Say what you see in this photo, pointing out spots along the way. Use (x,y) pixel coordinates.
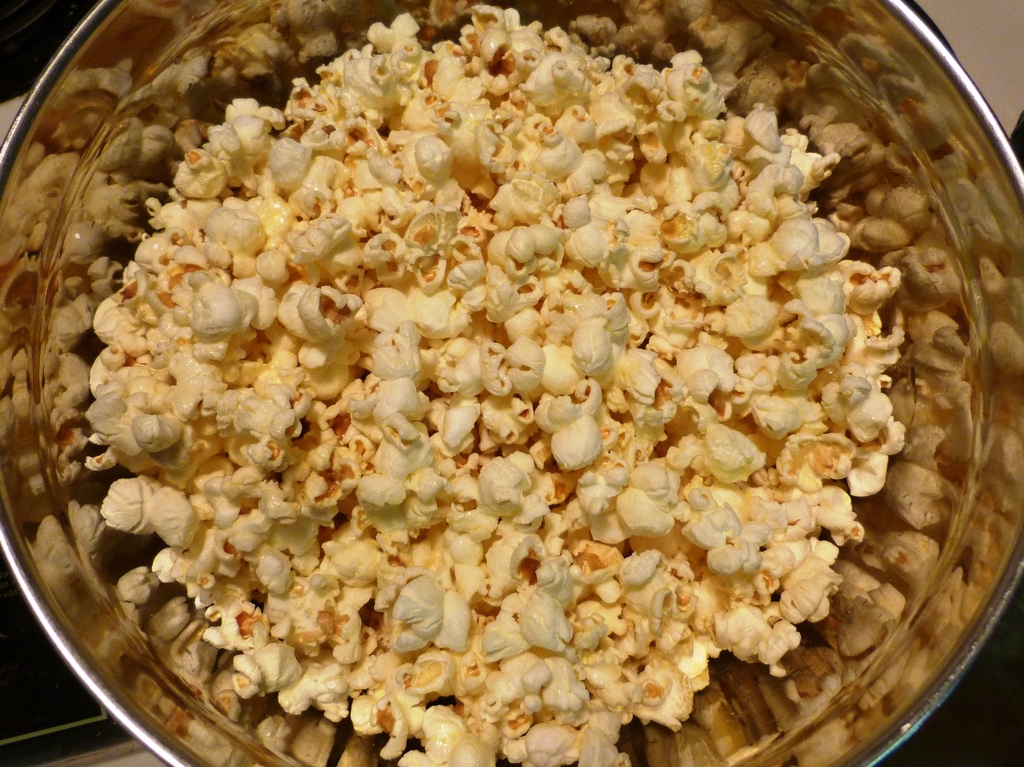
There is a bowl (131,96) with popcorn (431,329).
